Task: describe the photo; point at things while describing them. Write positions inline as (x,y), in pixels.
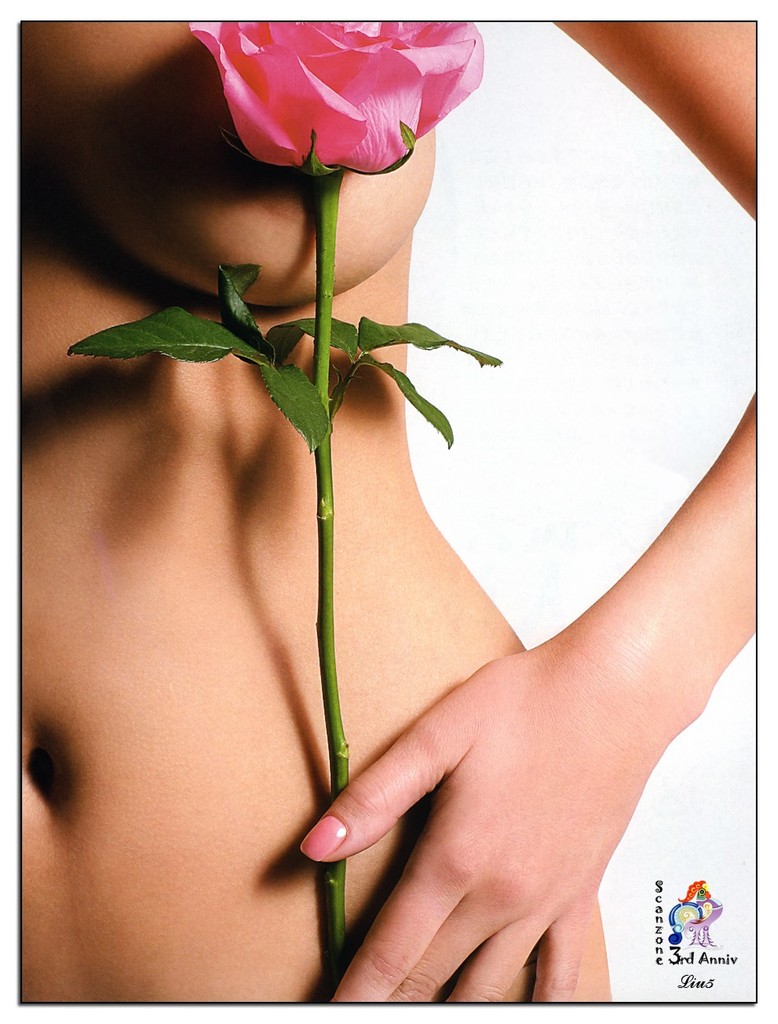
There is a woman (274,315) in nude holding a plant (330,405) which is having rose flower (374,105) and green color leaves (340,390). In the bottom right (692,927), there is watermark (694,934). And the background (498,256) is white in color.
